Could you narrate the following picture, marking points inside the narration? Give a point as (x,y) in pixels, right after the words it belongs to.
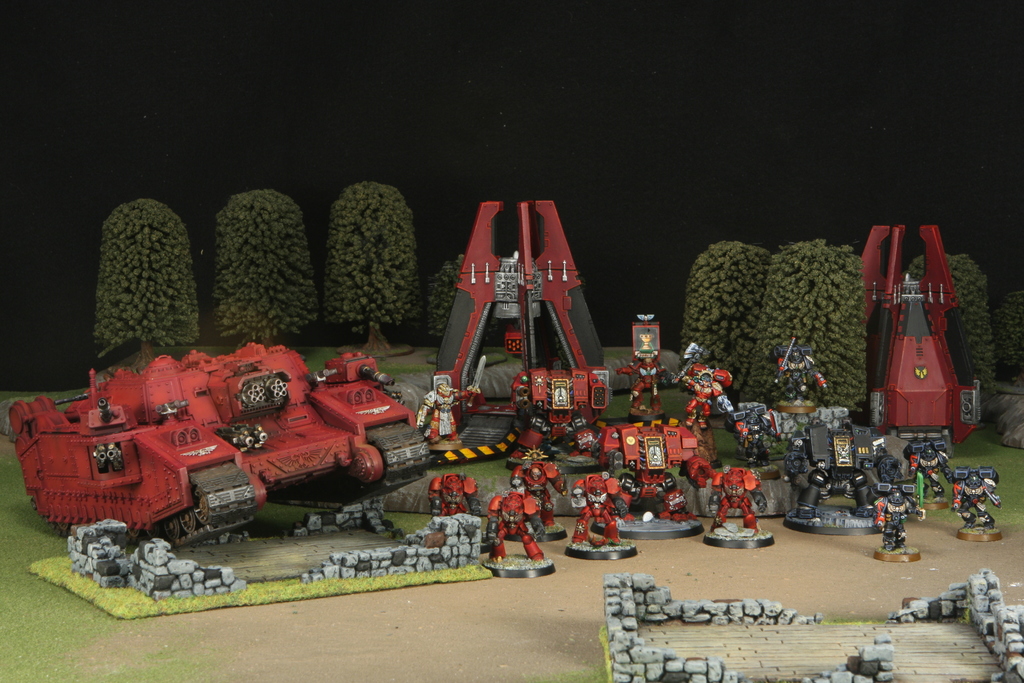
In the picture I can see toys (611,531). The background of the image is dark.
